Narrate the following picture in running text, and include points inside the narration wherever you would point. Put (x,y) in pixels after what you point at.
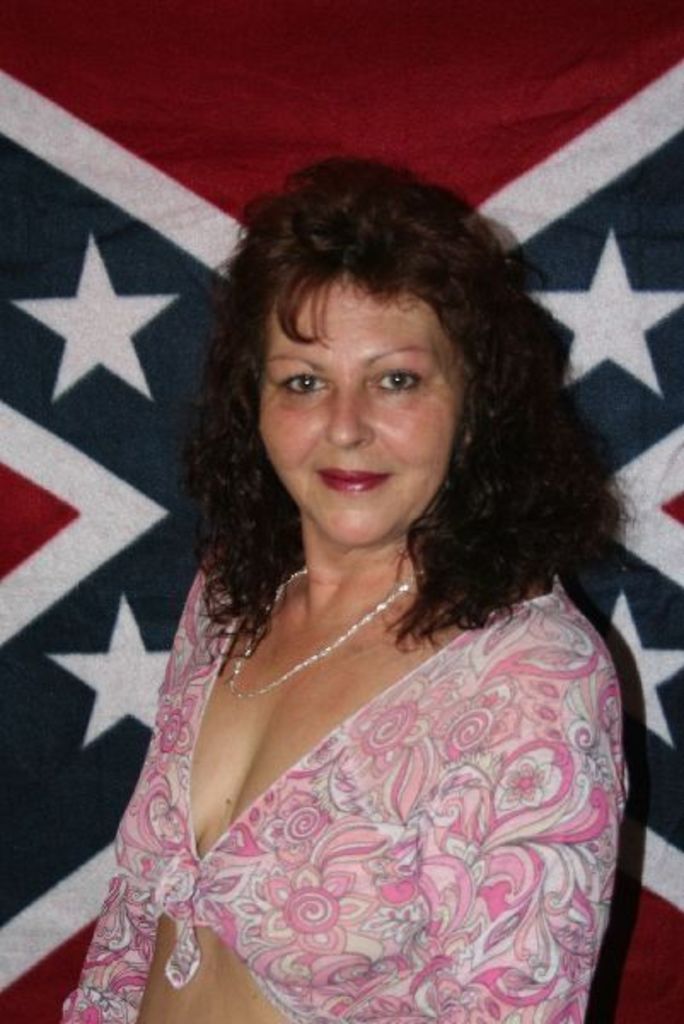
In this picture there is a woman (488,836) wearing pink dress (494,818) and there is an object (157,229) behind her.
